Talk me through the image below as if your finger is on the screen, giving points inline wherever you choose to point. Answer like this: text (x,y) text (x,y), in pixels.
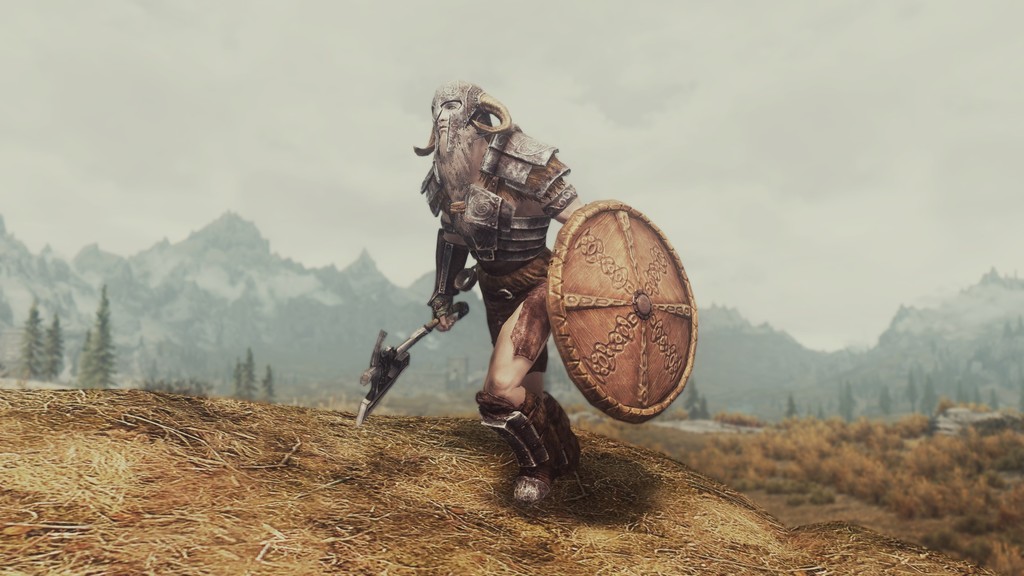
In this image I can see depiction of a warrior (639,223), number of trees (696,404), mountains (296,279) and the sky (274,180).
